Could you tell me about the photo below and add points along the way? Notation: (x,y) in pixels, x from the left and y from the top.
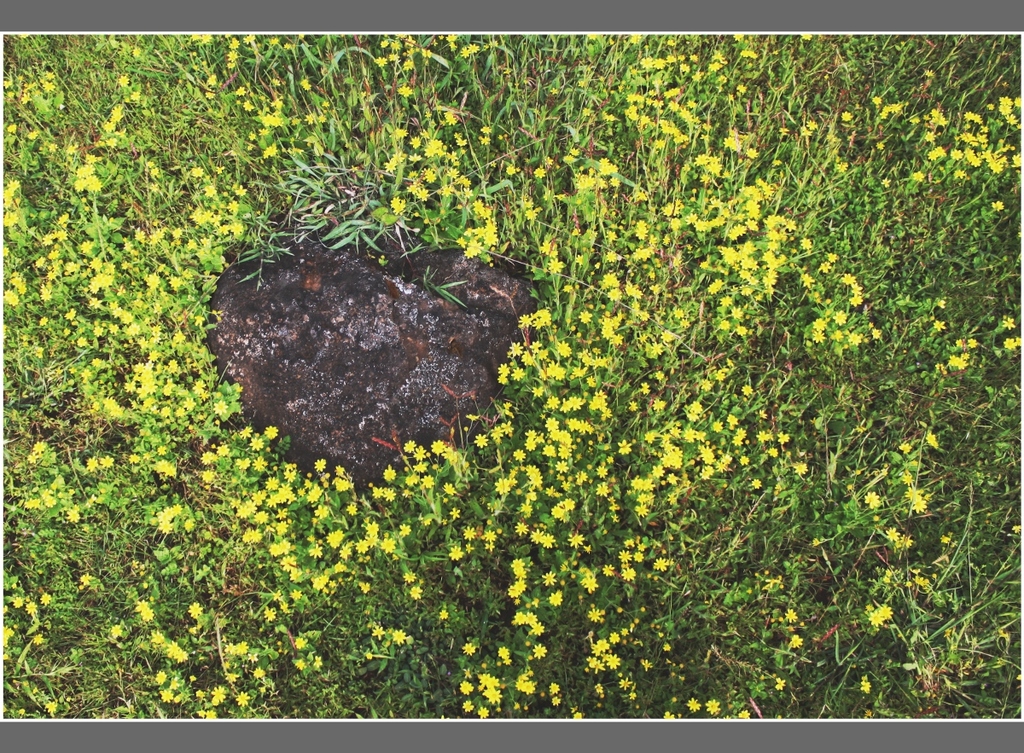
In this image there are flower plants (509,377). In the middle (385,360) there is something.
